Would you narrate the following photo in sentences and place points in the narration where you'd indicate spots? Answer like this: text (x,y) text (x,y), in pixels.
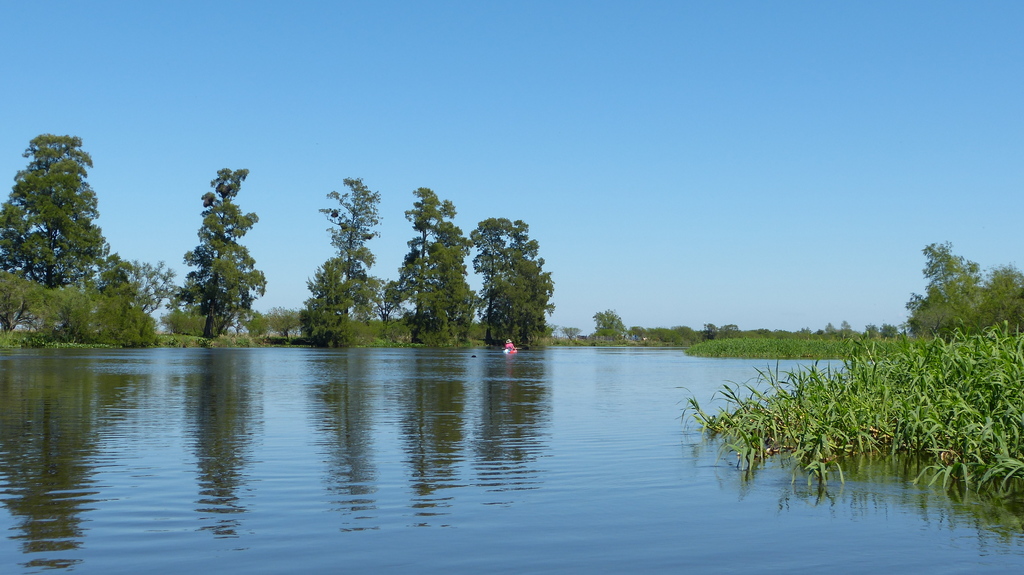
In the background (217,67) we can see the sky (600,127). In this picture we can see the trees (85,274), plants (982,434) and water (710,474). We can see pink color object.
